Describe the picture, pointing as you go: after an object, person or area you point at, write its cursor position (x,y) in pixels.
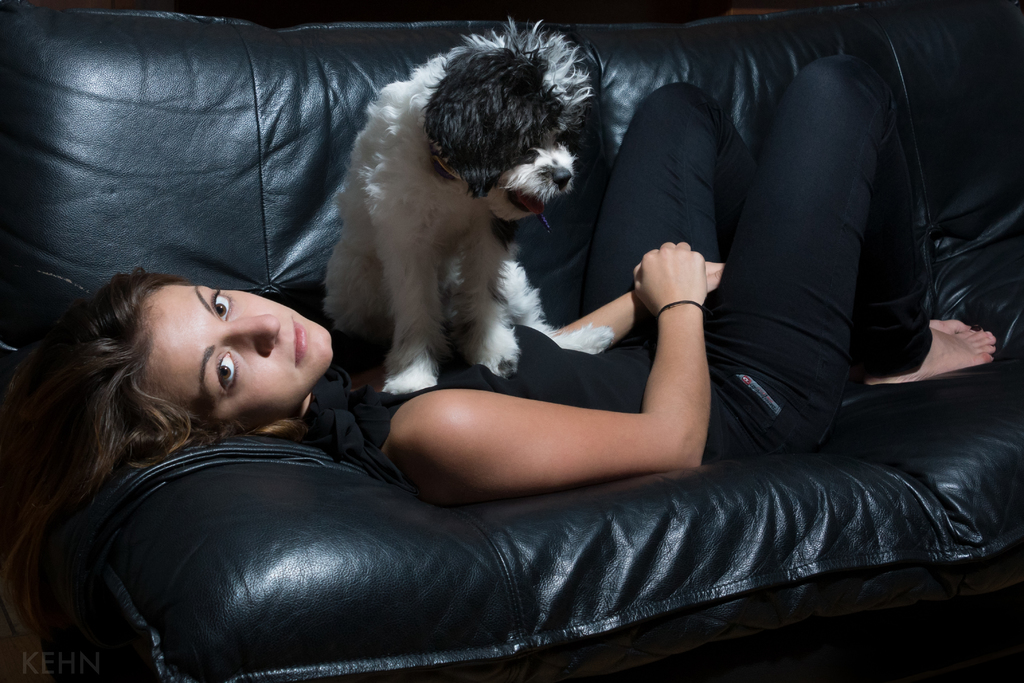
In this image I can see a woman (704,129) is lying on a sofa (1009,188). I can also see a dog (509,248) on her.
